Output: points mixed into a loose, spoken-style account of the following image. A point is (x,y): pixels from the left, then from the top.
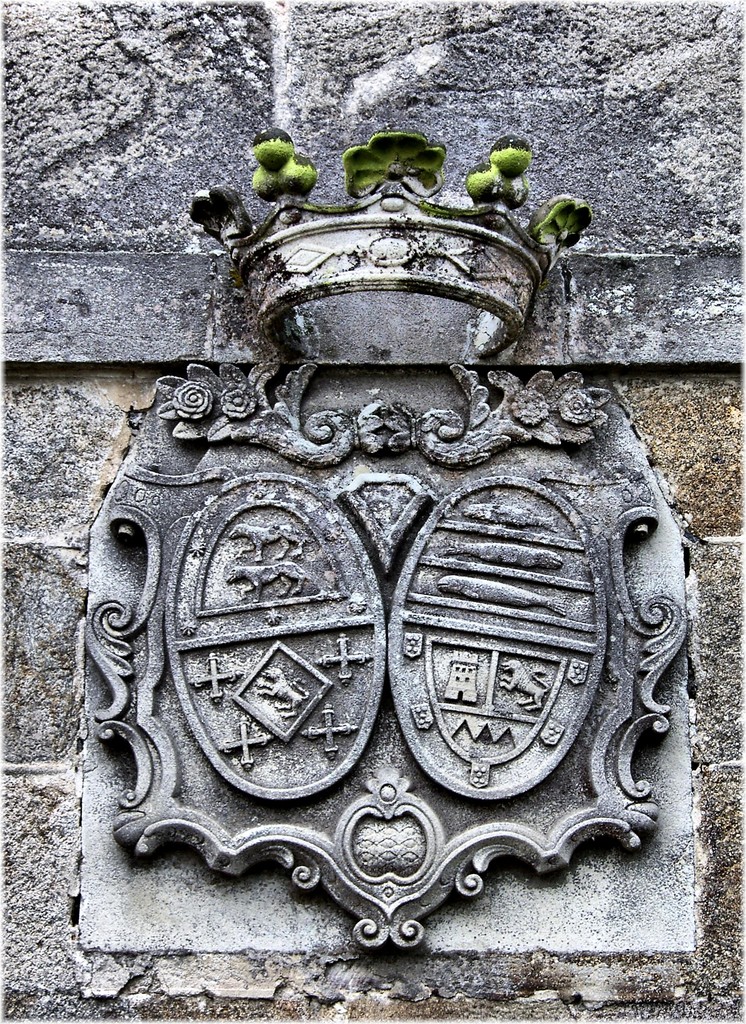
In this picture there is an architecture (311,570) on the wall (218,349).
